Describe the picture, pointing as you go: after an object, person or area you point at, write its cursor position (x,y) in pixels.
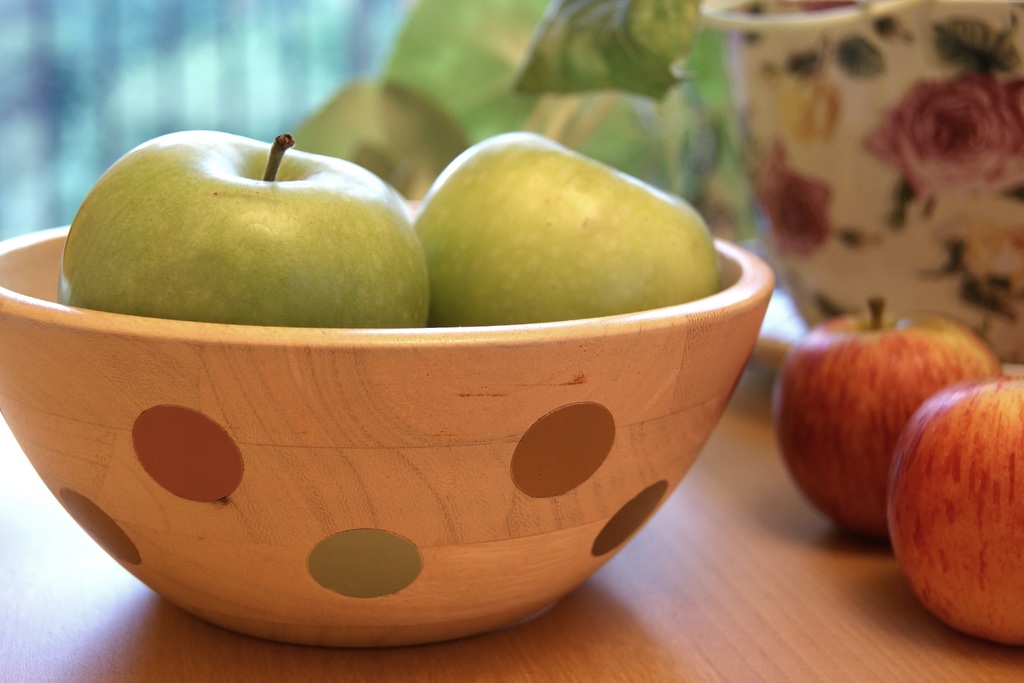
In the foreground (577,540) I can see a bowl (577,540) in which there are apples (366,205) and a pot (857,252) which are kept on the table (63,512). In the background (403,42) I can see leaves (415,36). This image is taken may be in a room (293,82).
